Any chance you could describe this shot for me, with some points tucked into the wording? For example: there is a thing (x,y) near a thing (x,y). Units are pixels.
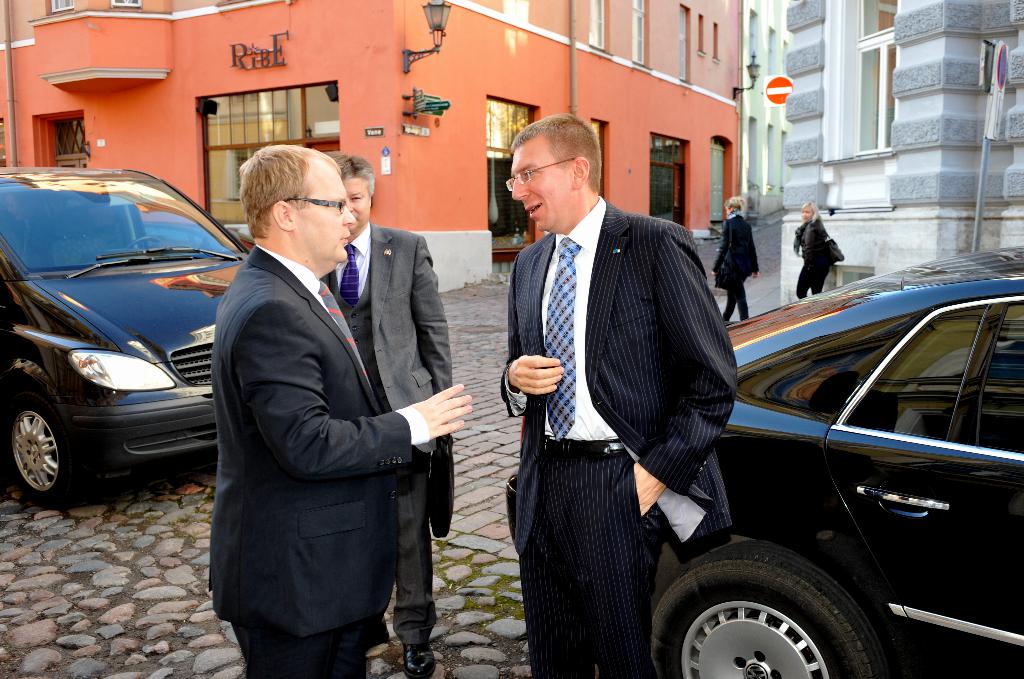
In this image we can see three persons (386,357) wearing the suits (385,405) and standing on the land (509,617). We can also see two black color cars (181,337) and two persons (740,229) walking on the path (759,245). In the background (513,117) we can see the buildings (827,105), sign board poles (988,107) and also the lamps (440,38). At the bottom (105,599) we can see the land (68,580) with the stones (171,610).
